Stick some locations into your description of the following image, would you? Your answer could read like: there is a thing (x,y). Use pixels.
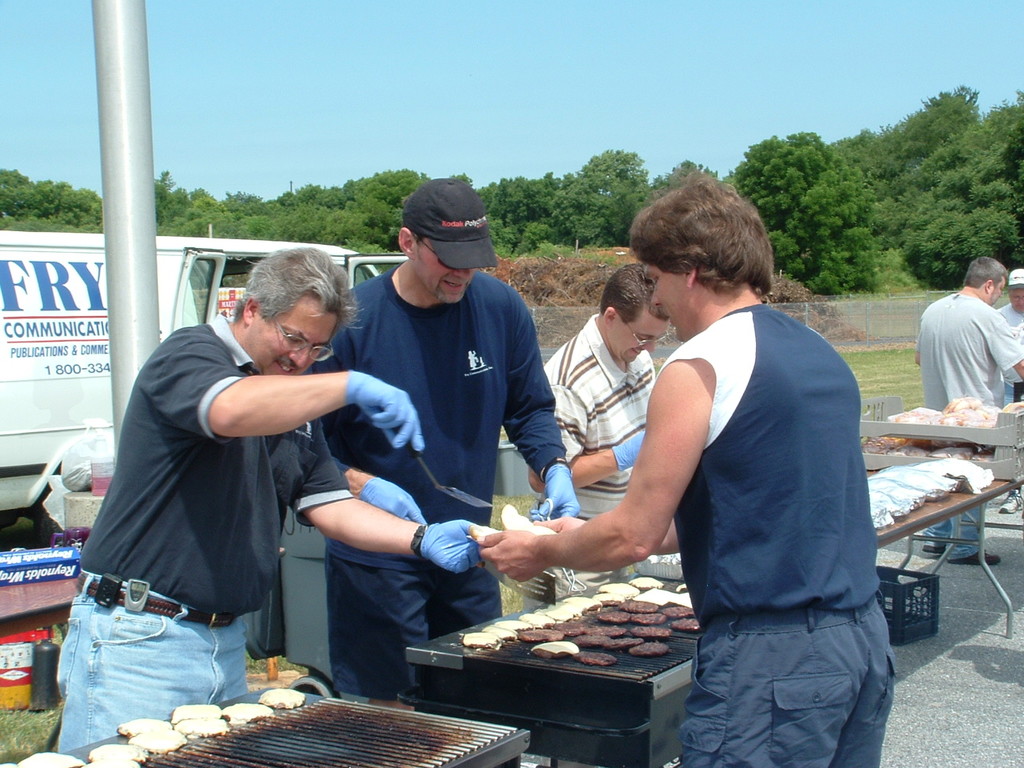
There are few people (462,418) here serving food (493,524) at the table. In the background (132,305) there is a pole (132,258), vehicle (55,298), trees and sky (760,90).
